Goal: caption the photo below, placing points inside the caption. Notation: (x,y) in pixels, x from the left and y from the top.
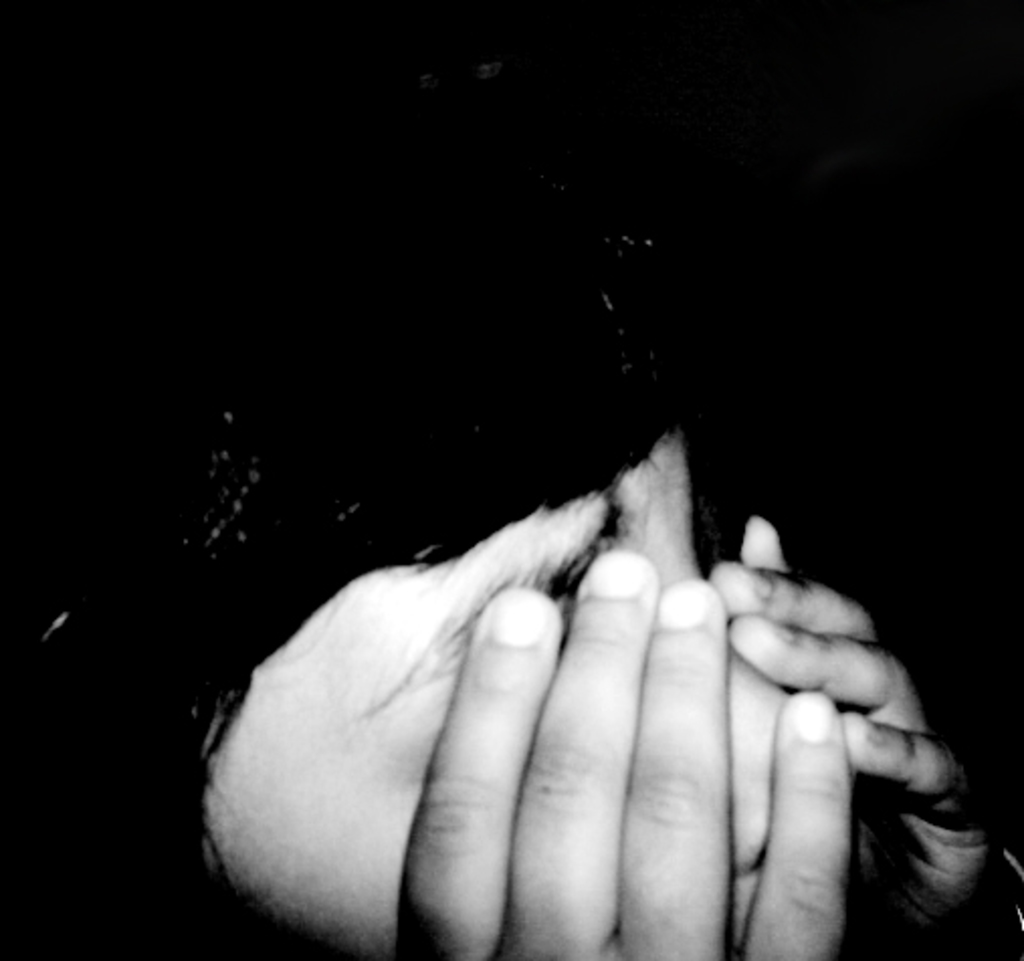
In the picture I can see a person's hands (511,805). The background of the image (11,541) is dark. This picture is black and white in color.
